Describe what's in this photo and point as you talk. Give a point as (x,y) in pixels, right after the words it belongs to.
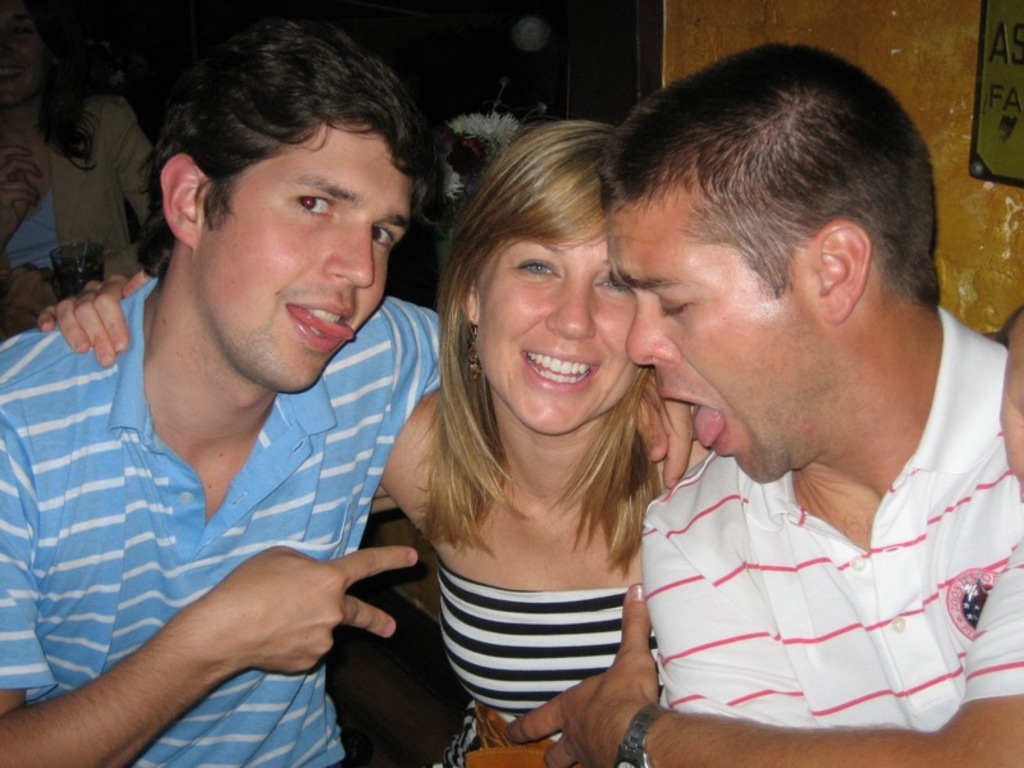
Front we can see three people (602,727). This woman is smiling. Board (1022,46) is on wall (886,47). Background (19,67) there is a woman (43,99) and glass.
